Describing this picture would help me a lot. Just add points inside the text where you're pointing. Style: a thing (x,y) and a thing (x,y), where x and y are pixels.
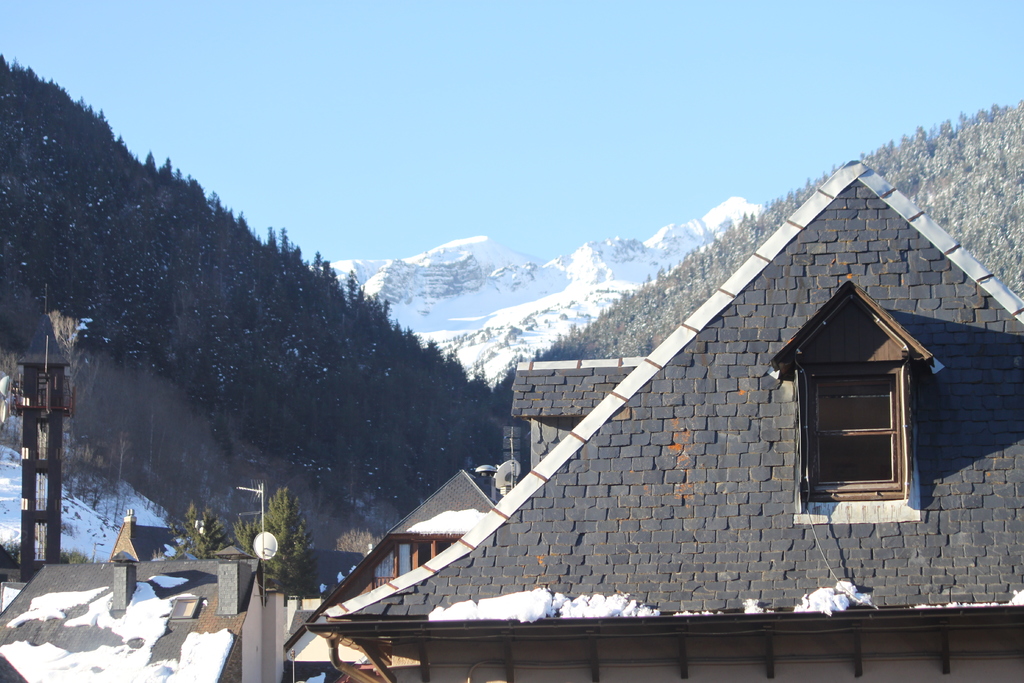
In this picture I can see houses (287,640), there are trees (18,102), there are snow mountains (528,293), and in the background (641,122) there is the sky (641,122).
